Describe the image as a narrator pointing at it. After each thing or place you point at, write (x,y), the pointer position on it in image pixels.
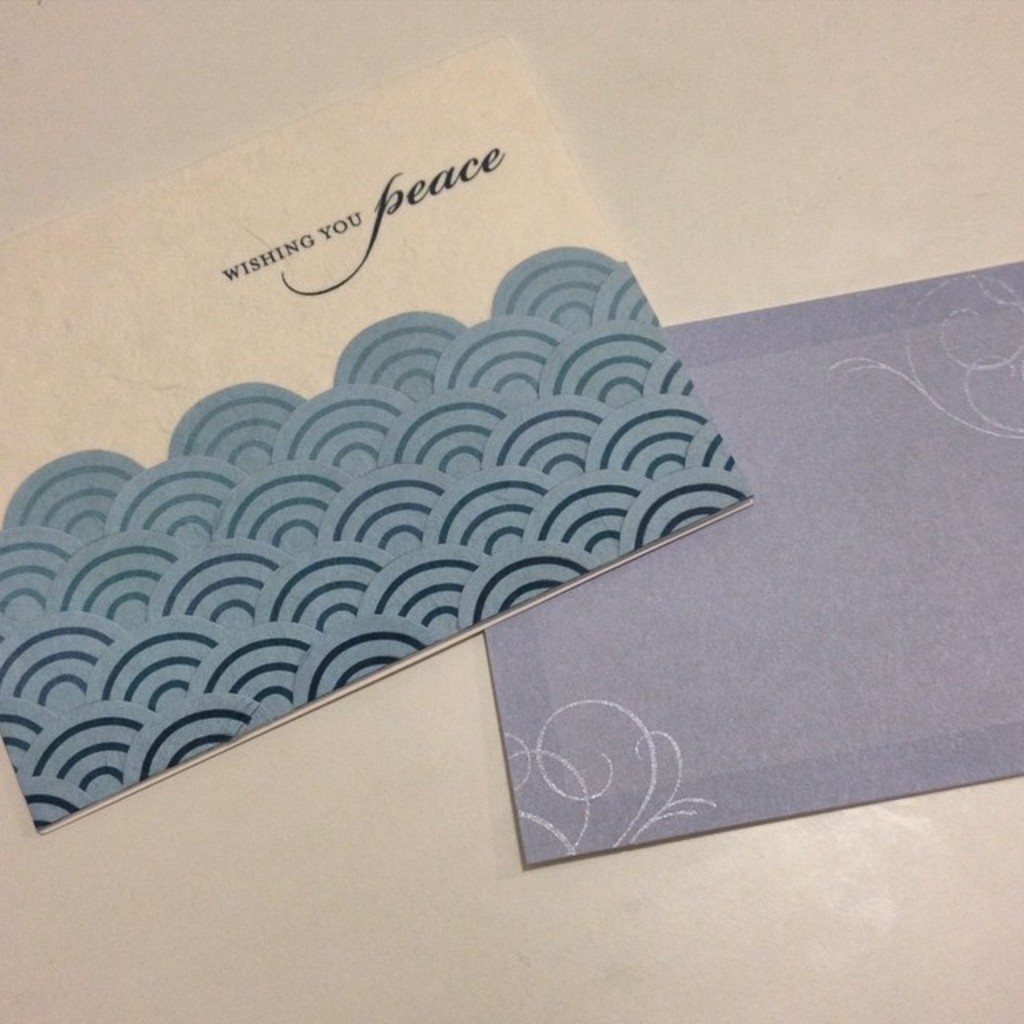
In this picture we can see envelopes (631,766) and these envelopes (408,572) are placed on a platform (579,891).
